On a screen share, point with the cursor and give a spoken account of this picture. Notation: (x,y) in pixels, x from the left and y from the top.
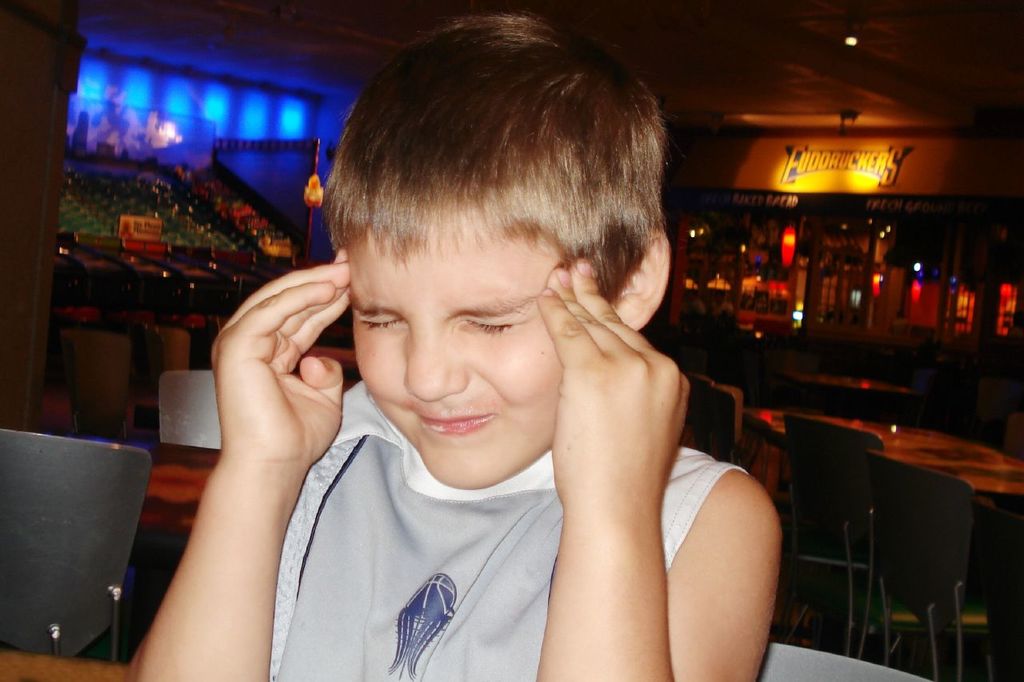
This image is taken indoors. In this image the background (769,355) is a little dark. There are a few lights (135,94). There is a board (816,157) with a text (862,155) on it. There are a few objects (223,190) and there are many empty chairs (722,402) and tables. In the middle of the image (432,393) there is a kid (568,459) sitting on the chair (804,657).
